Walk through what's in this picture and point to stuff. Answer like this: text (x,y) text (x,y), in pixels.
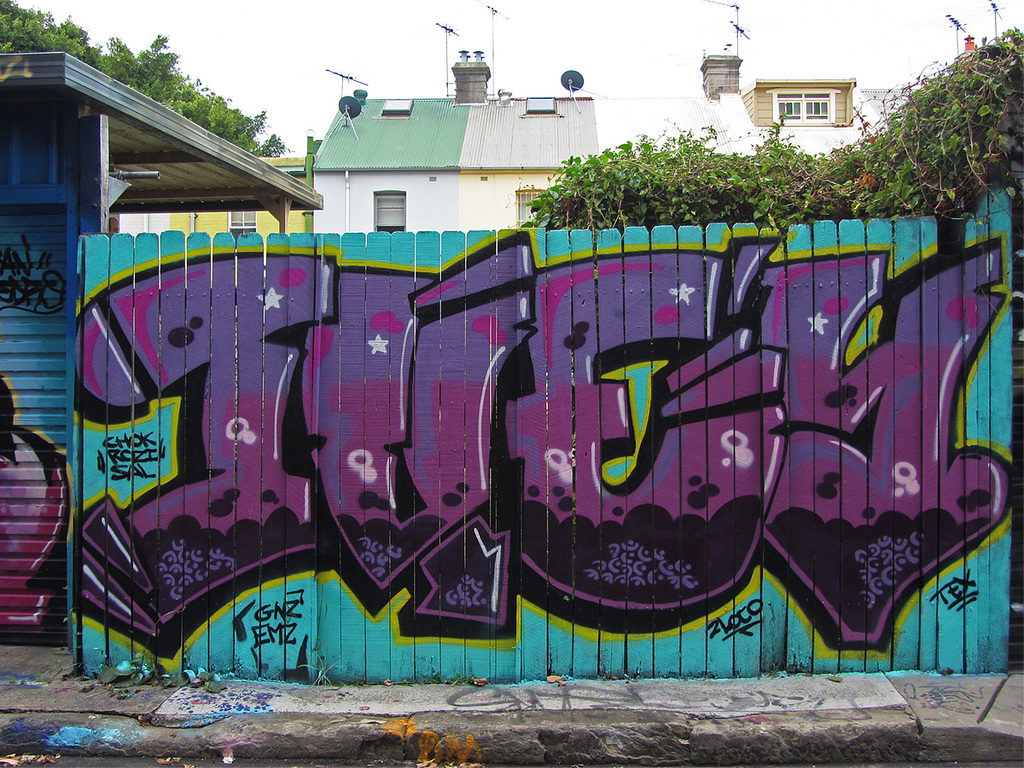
In this picture we can see a painting (250,602) on the wall (950,451) and a shutter (39,502), buildings (414,160) with windows (818,121), trees (791,158) and in the background (791,40) we can see the sky (274,107).
